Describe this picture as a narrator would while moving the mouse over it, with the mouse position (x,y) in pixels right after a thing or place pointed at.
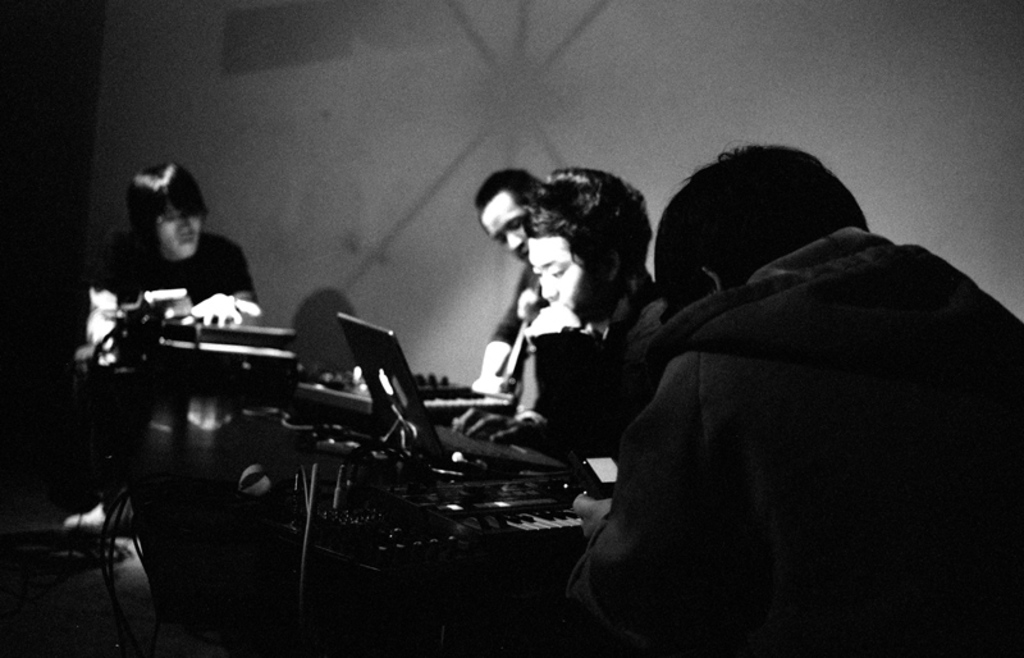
This is a black and white image. In which, there are persons (985,438) sitting and there are musical instruments (530,489). And the background of this image (831,44) is white in color.
